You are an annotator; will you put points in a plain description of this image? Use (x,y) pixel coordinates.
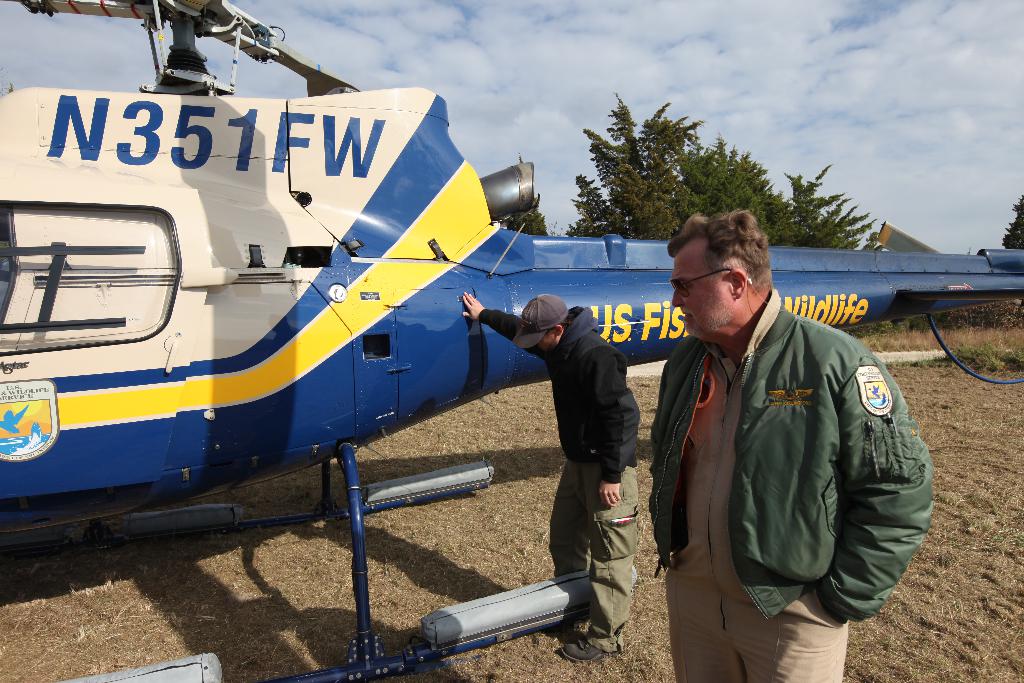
In this picture there is a white and blue helicopter (154,319) parked on the ground (494,531). In front (574,531) there are two men (783,597) one wearing a green jacket (801,536) and brown pant (784,642) looking to the helicopter (410,224). Behind there are some trees (616,195).
